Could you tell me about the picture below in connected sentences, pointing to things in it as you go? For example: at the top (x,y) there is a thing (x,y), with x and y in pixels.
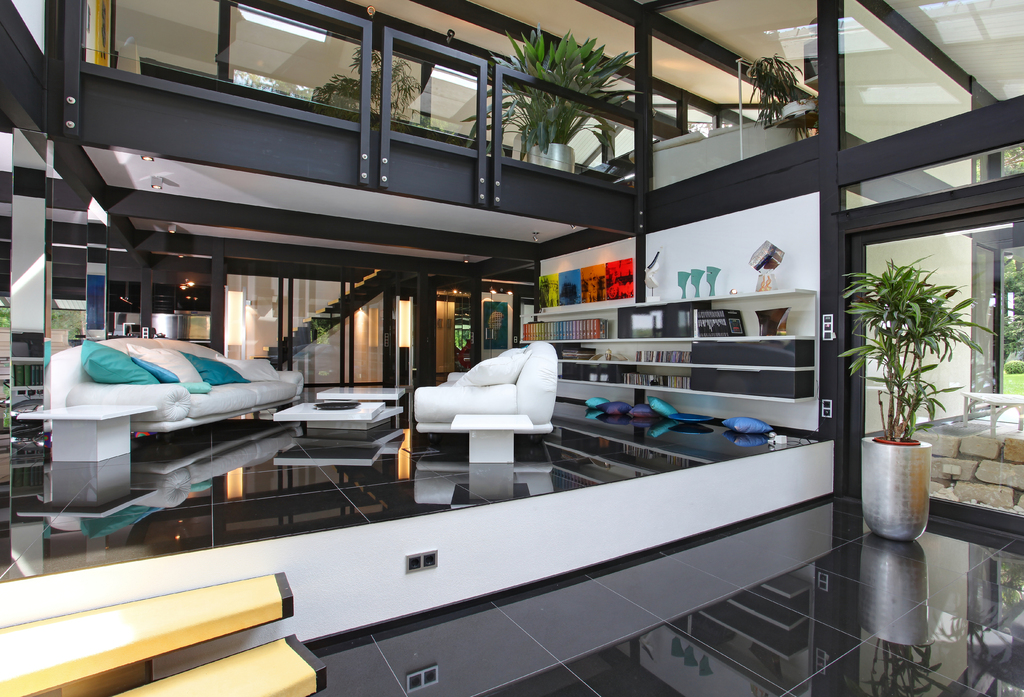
In this image we can see white color sofa (509,369) and table (344,424). Right side of the image (904,343) we can see glass door (988,424), potted plant (909,401), pillows (607,403) on floor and we can see books (680,354) and things (654,352) are arranged in the shelf (591,378). Stairs (275,597) are there in the left bottom of the image (185,608). At the top of the image (434,70), glass railing (451,99) is there. Behind the railing (616,107), plants (566,104) are present. Background of the image (281,343) we can see stairs (362,284), pillars (286,286) and frames (499,316).
